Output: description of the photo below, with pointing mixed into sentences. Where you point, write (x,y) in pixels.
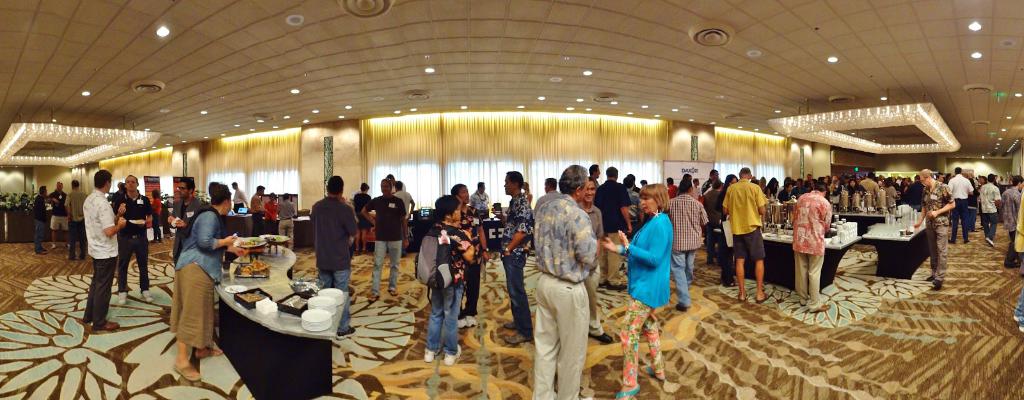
This picture describes about group of people (335,215), few are standing and few are walking, in front of them we can see few plates (313,311), food (276,240) and other things (299,289) on the tables (293,322), in the background (41,126) we can find few plants (18,198) and lights (130,130).
